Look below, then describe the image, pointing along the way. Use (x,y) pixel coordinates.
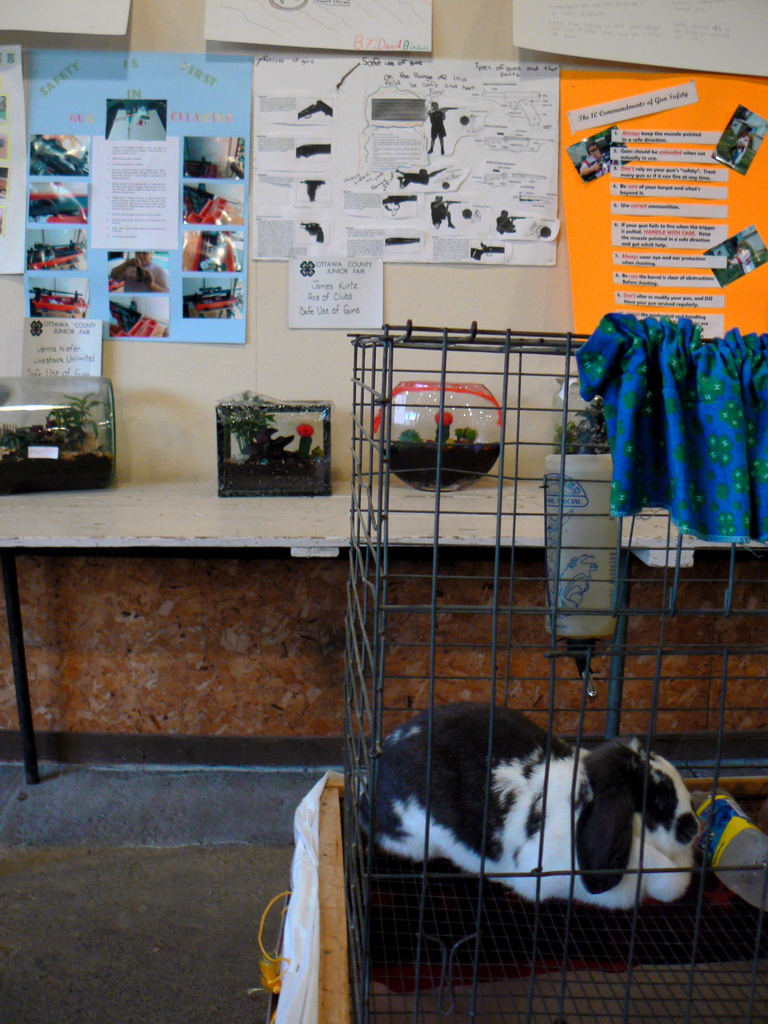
In the image on the right side (554,611) there is a mesh cage (549,802) with an animal (549,802) and a bottle (723,824) in it. And there is a cloth (635,326) on that cage (688,604). Behind that there is a table (537,532) with few objects (421,397). And on the wall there are posters (653,195) with images (434,206) and some text (410,146) on it.
